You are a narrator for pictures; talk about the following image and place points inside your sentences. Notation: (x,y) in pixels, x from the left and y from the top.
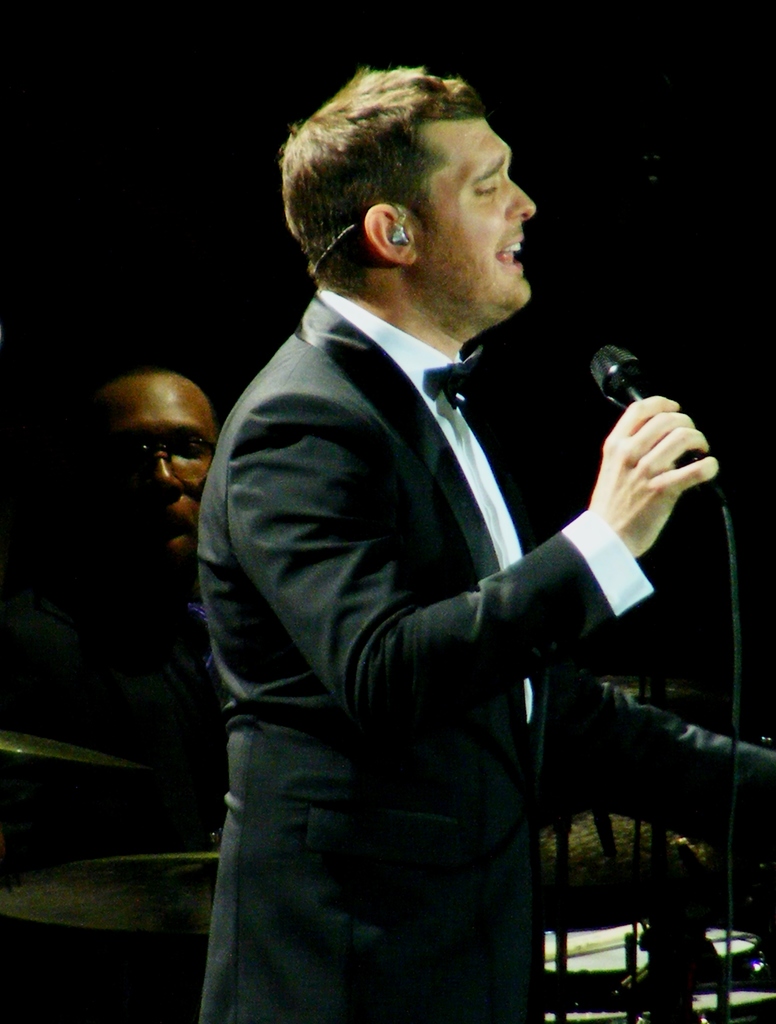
In this picture we can see two people (338,404), a man (329,502) is singing with the help of microphone (723,508) and another one is playing drums (152,865).
